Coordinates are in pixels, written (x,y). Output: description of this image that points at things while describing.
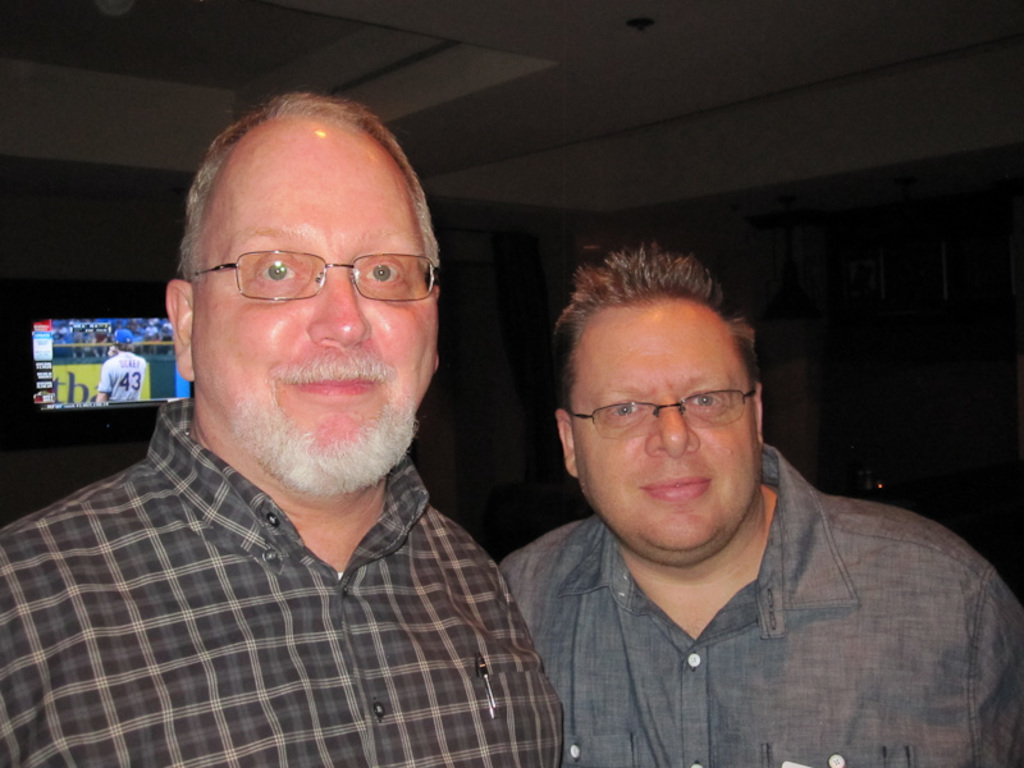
There are two men (469,654) standing. They wore spectacles (398,269) and shirts (477,643). This looks like a television (160,373) with the display (67,400), which is attached to the wall (85,269). The background (87,252) looks dark. This is the roof (600,63).
